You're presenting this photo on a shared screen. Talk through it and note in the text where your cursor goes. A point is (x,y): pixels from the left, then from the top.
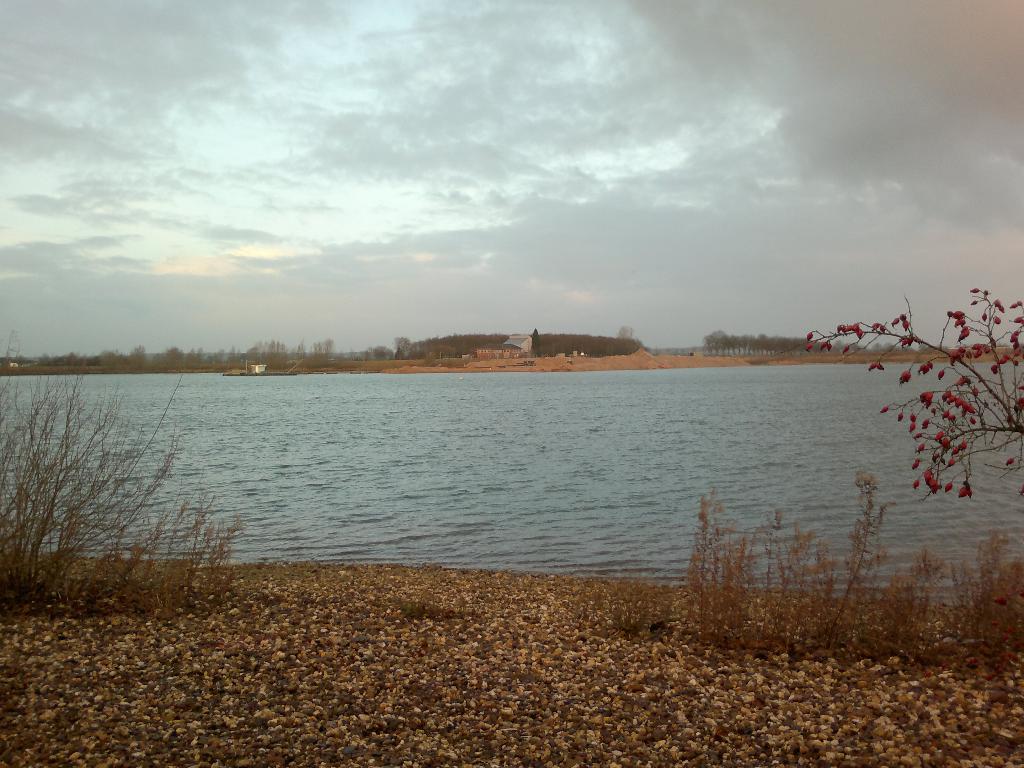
In this image there is the sky (616,156) towards the top of the image (631,163), there are trees (799,344), there is water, there are plants (832,570), there are pebbles (460,683) on the ground (529,669) towards the bottom of the image (502,658).
